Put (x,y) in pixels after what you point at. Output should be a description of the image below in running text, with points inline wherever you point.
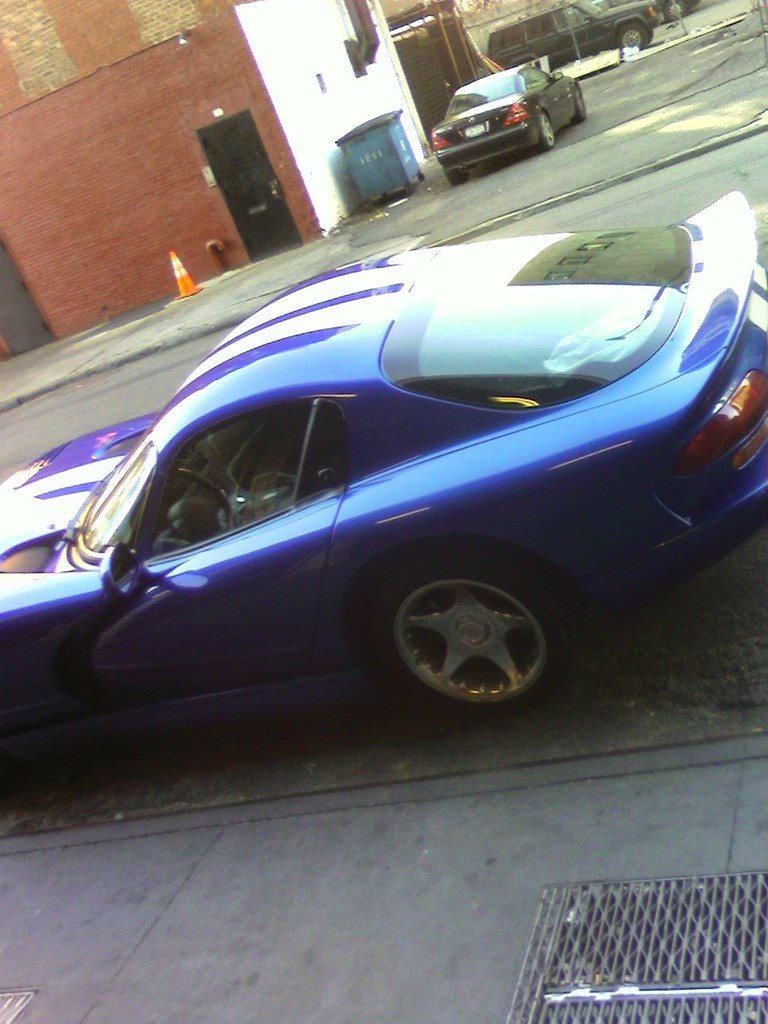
This picture is clicked outside. In the center (451,670) there is a blue color car (352,381) parked on the ground (598,638). In the background (627,20) we can see some other cars (550,77) seems to be parked on the ground (612,118) and we can see the buildings (95,118) and some other objects (364,157) and the door (217,147) of the building (99,135).
